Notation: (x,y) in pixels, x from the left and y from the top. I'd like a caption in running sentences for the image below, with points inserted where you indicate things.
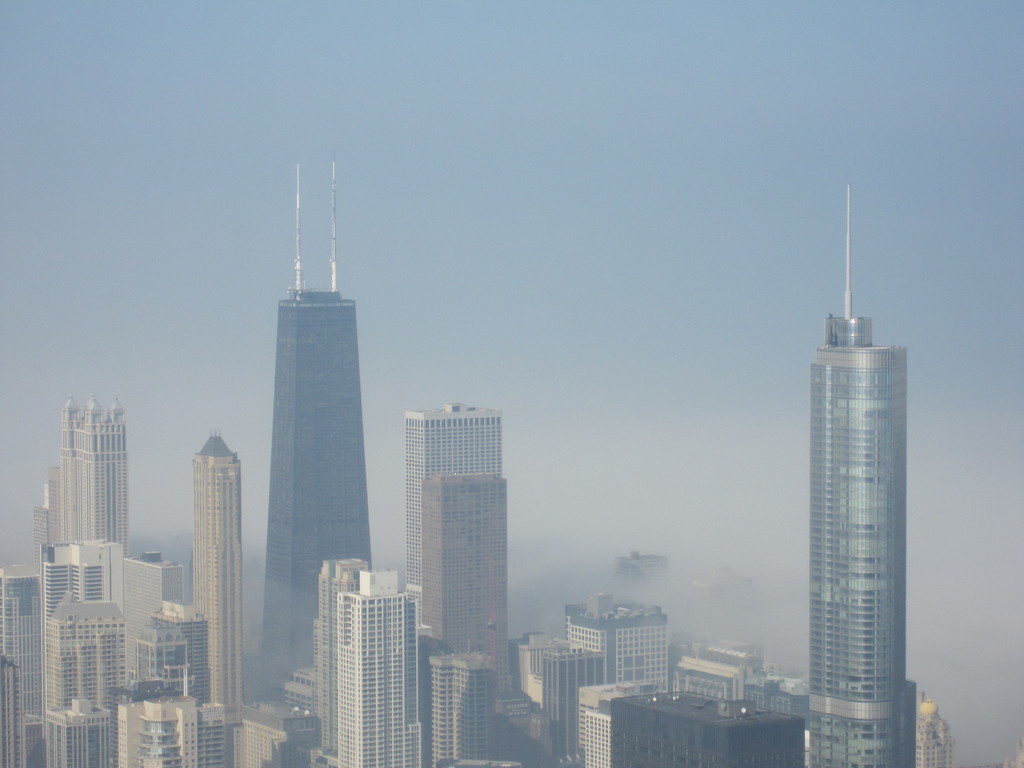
In this image there are buildings (649,643), in the background (722,242) there is the sky (733,271).
